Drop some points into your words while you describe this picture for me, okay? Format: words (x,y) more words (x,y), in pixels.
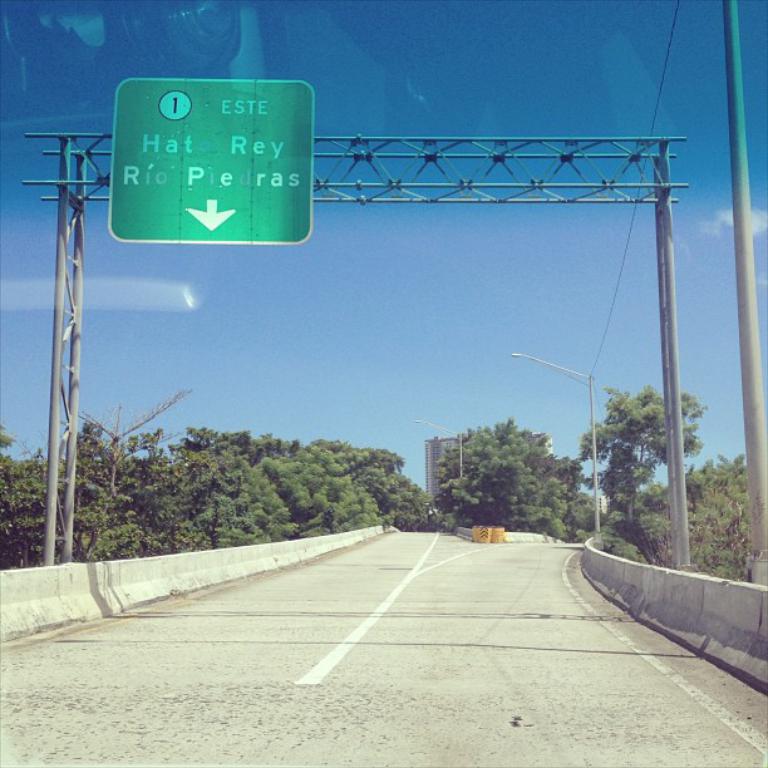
At the bottom of the image (348,613) there is road (250,595). On the sides of the road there is fencing (731,628). And also there are poles (636,137) with sign board (218,205). In the background (165,500) there are trees (291,498). And also there is a pole (599,524) with streetlight (529,356). Behind the trees (483,491) there is sky (397,74). At the top of the image (426,56) there is sky (33,164).
